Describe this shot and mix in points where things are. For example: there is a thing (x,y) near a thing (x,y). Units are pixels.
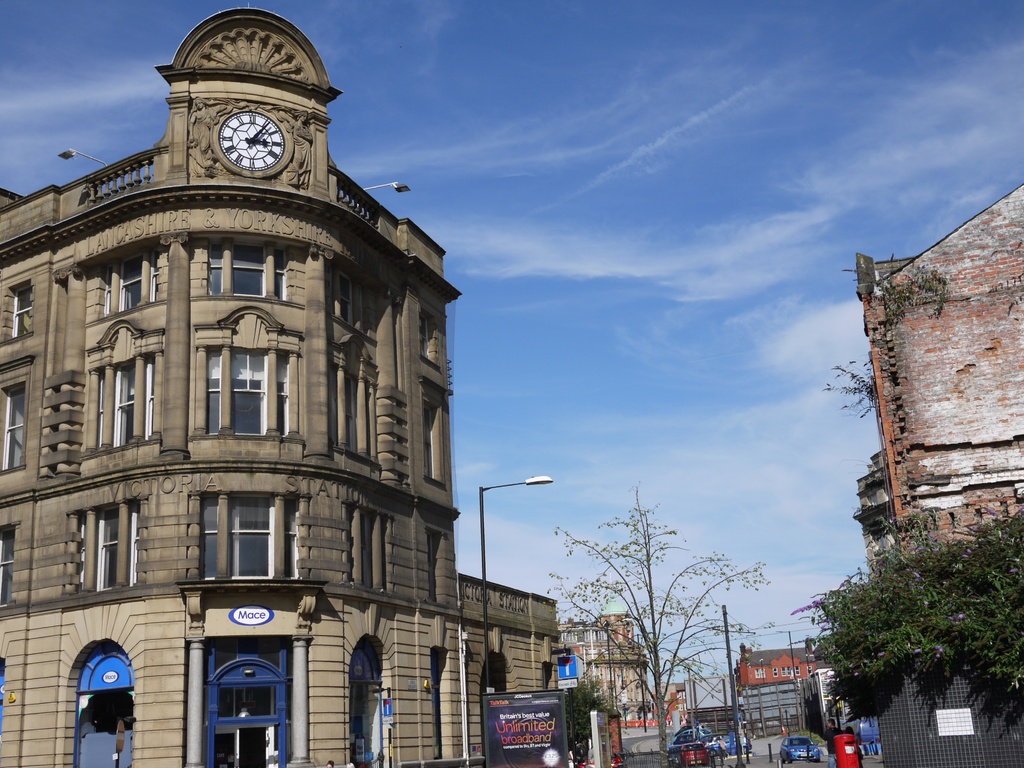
In this picture we can see vehicles (692,758) on the road (747,767), poles (735,725), post box (838,736), trees (837,676), banners (552,722), buildings (529,618) with windows (251,646), clock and some objects (687,716) and in the background (572,188) we can see the sky (769,230).
